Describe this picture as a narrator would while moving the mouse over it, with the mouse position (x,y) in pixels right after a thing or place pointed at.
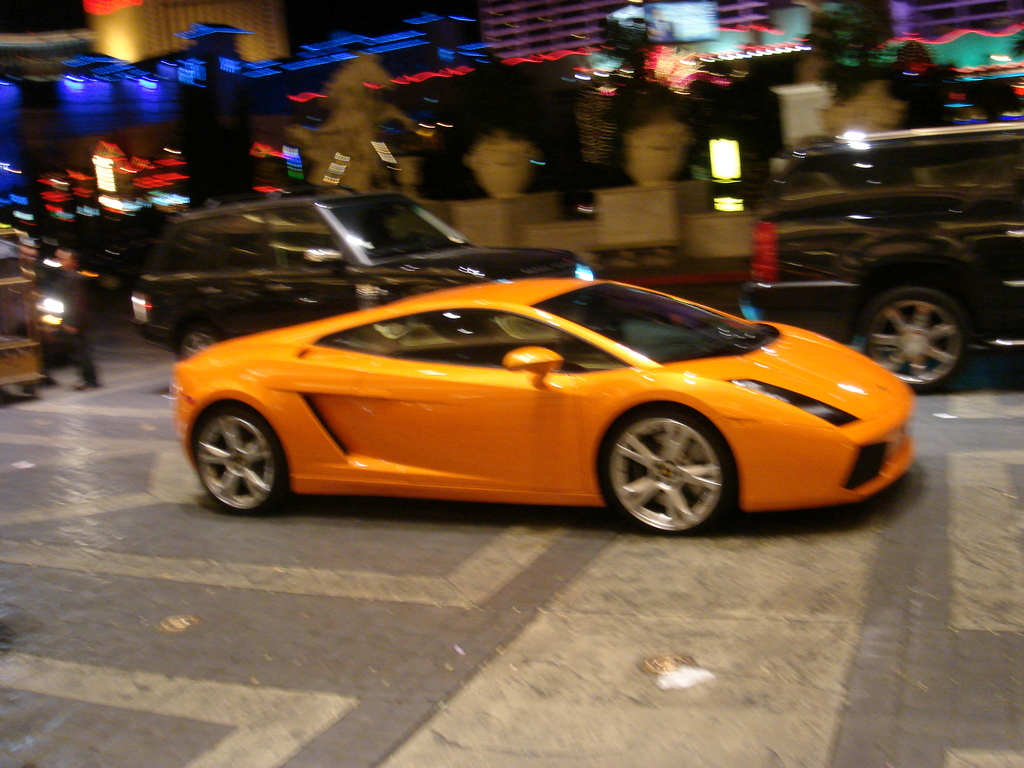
A car (569,487) is moving on the road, it is in orange color, in the middle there are buildings (419,93) with the lights (398,81).
